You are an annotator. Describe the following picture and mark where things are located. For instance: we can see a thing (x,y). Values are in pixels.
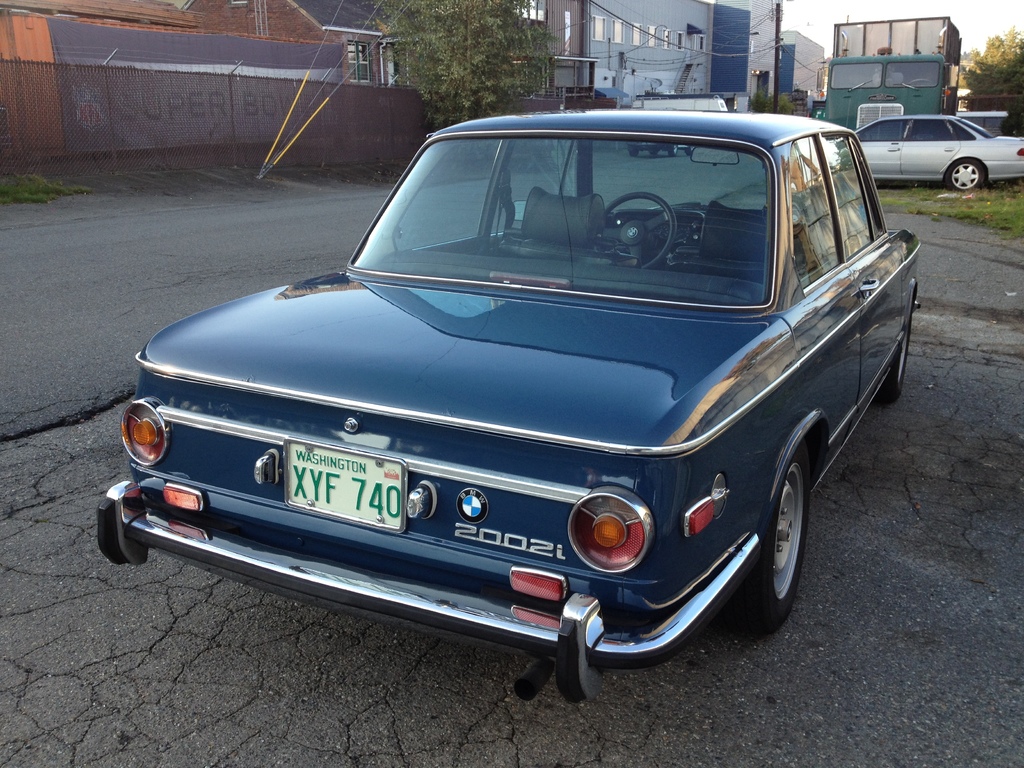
In this image I can see a road (904,451) and on it I can see a car (895,400) in the front (280,451). In the background (791,94) I can see number of buildings (662,57), few trees (994,51), wires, grass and few more vehicles (861,112).
